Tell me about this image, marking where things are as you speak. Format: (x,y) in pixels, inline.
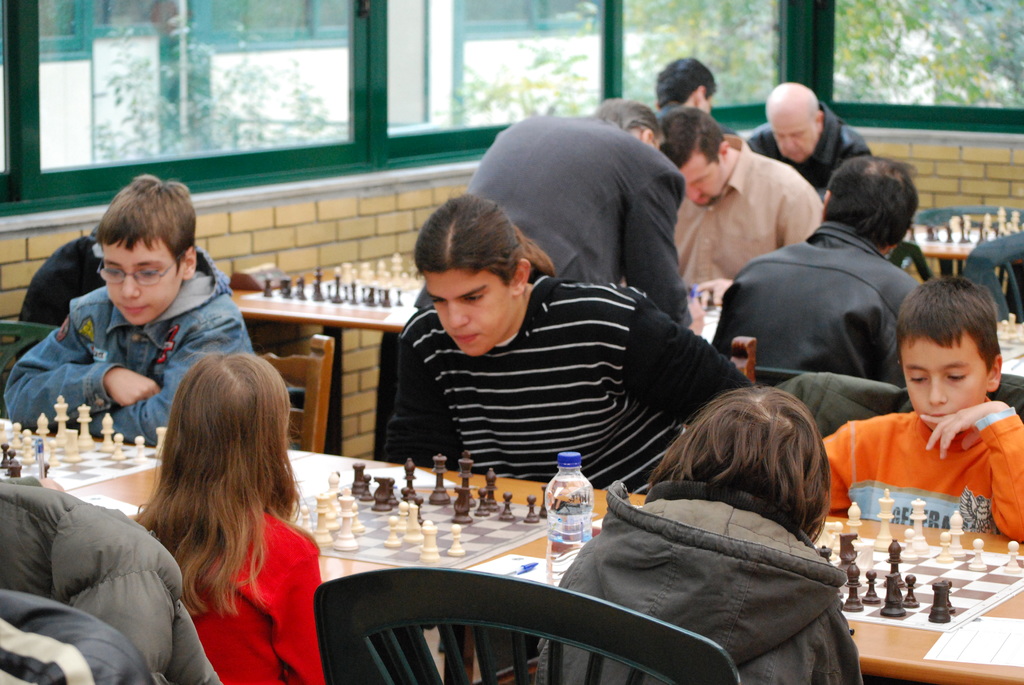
People (171,314) are playing chess (957,589) in a hall (392,247). They are of different age groups. Children (665,552) are playing in the front (675,488) and the older people (799,327) are playing in the back (603,164). There is a glass frame (874,62) around the hall (679,72). Through the glass (761,39) we can see some trees (748,38) outside.
